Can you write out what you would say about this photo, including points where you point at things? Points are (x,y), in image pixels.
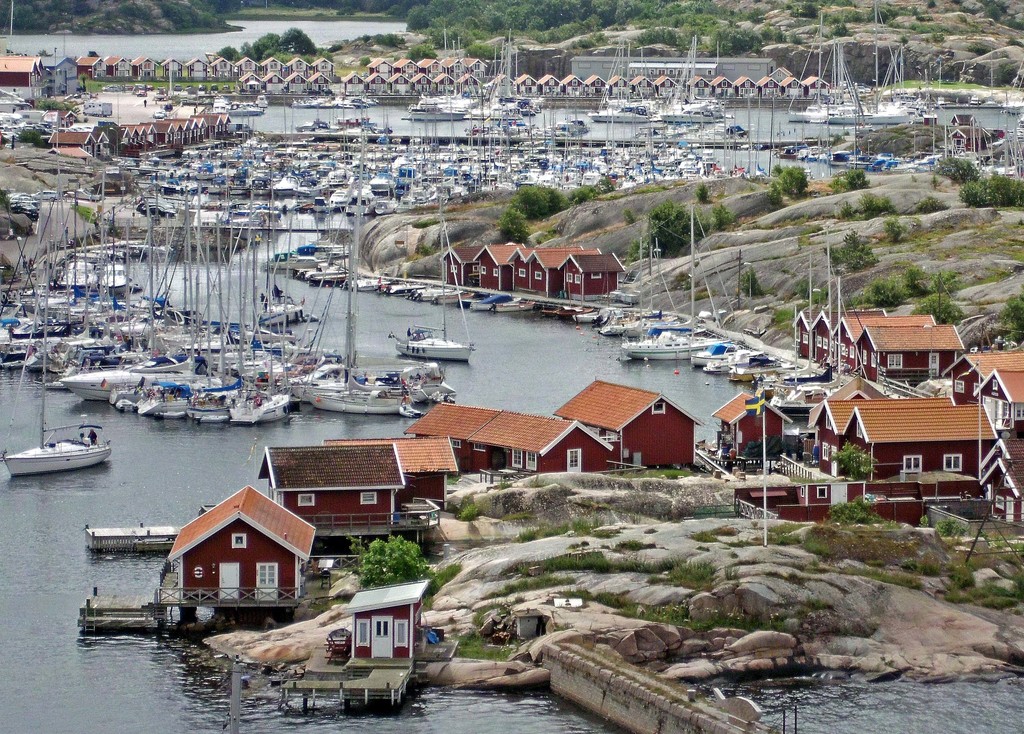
In this image we can see sheds (222,557). In the center (479,379) there is a river (7,644) and we can see ships (168,383). In the background (154,17) there are trees (723,43) and a hill (207,26).
